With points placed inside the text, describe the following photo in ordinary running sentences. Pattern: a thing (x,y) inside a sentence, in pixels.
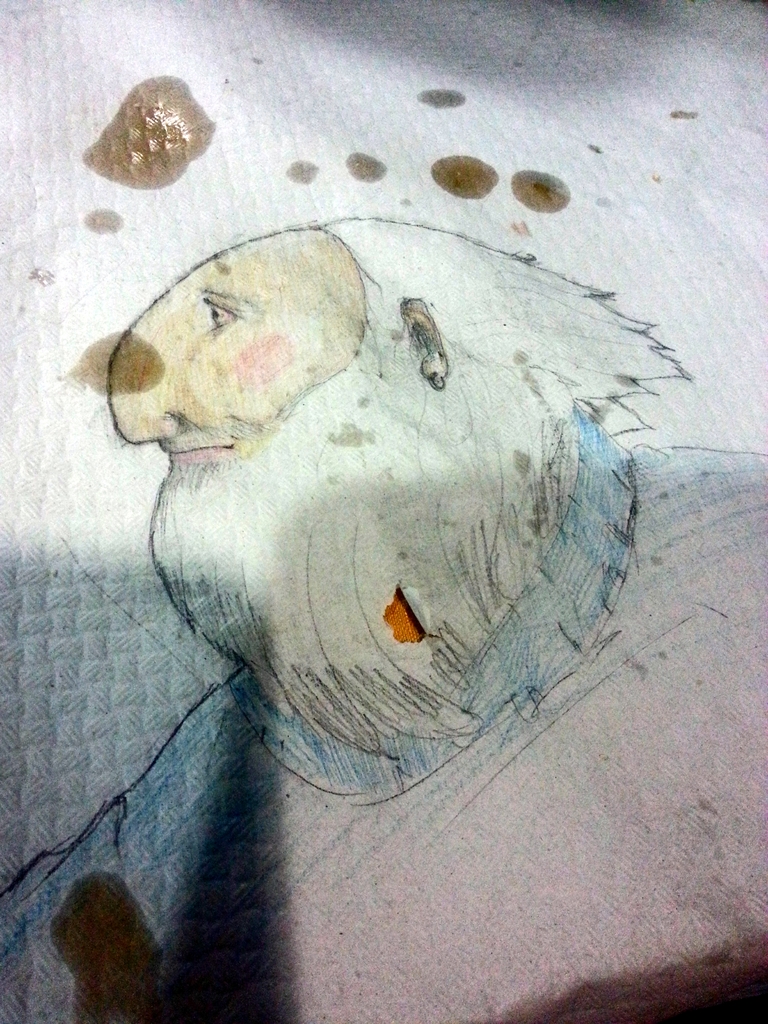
In this image we can see a sketch (405,708) and oil drops (124,143) on the cloth (482,546).
